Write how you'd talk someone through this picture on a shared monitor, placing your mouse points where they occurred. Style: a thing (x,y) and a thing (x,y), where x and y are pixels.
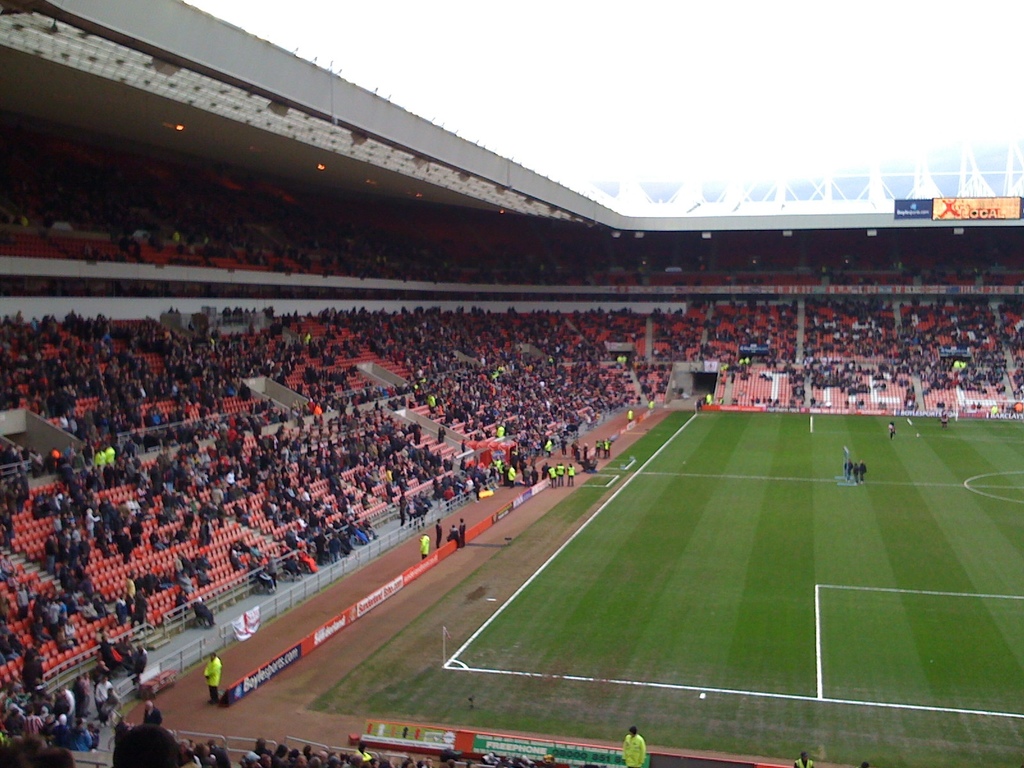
In this image I see the stadium (497,254) and I see the green grass (663,477) over here on which there are white lines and I see number of people (214,391) who are sitting on chairs (592,364) and I see the lights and I see a board (998,211) over here and I see it is white in the background (676,98).
